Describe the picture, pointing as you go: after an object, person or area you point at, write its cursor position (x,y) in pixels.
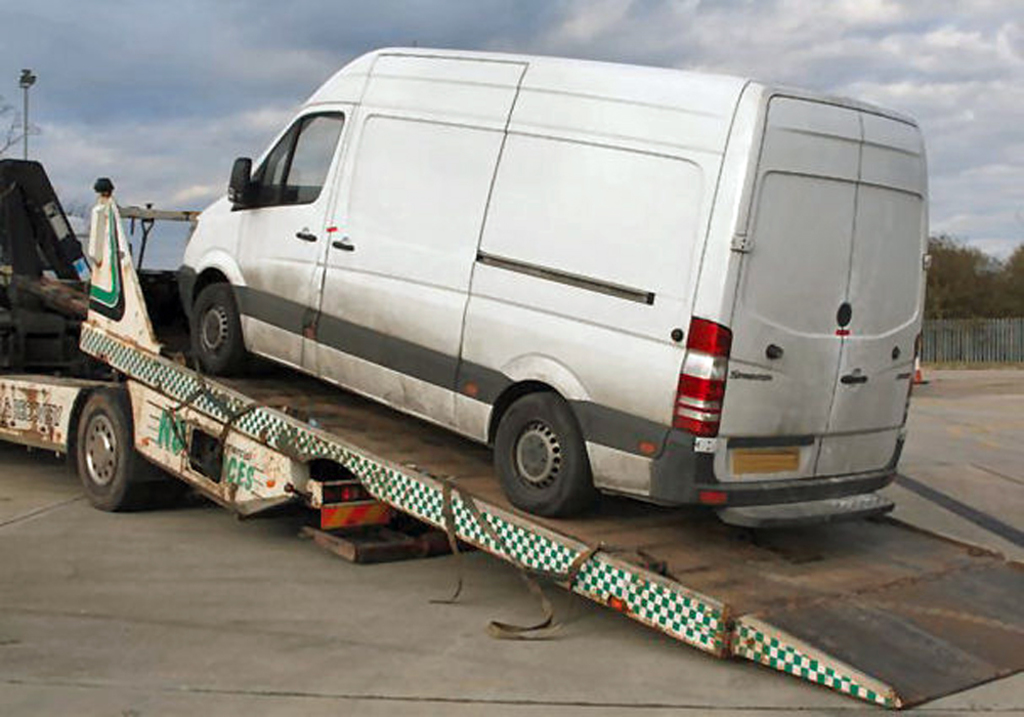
In this image we can see a vehicle (481,299) on the truck (74,277), there are trees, railing (1005,357), also we can see the sky (810,25).
